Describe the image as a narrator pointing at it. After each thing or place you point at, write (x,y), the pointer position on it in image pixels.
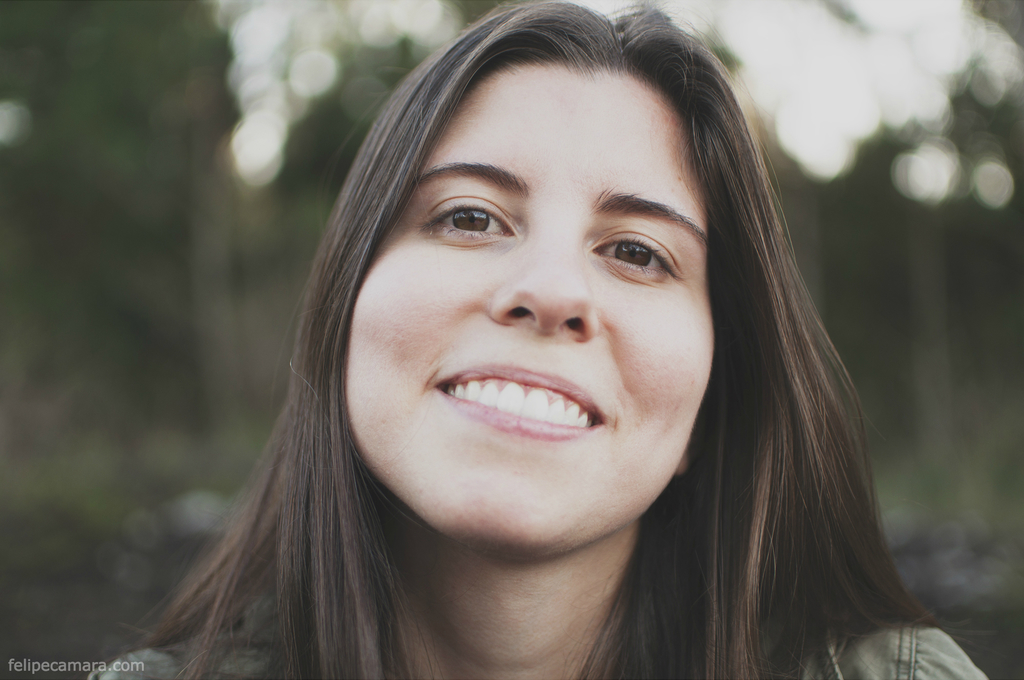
In this image I see a woman (558,420) who is smiling and I see a watermark (16,668) over here and I see that it is blurred in the background (977,246).
